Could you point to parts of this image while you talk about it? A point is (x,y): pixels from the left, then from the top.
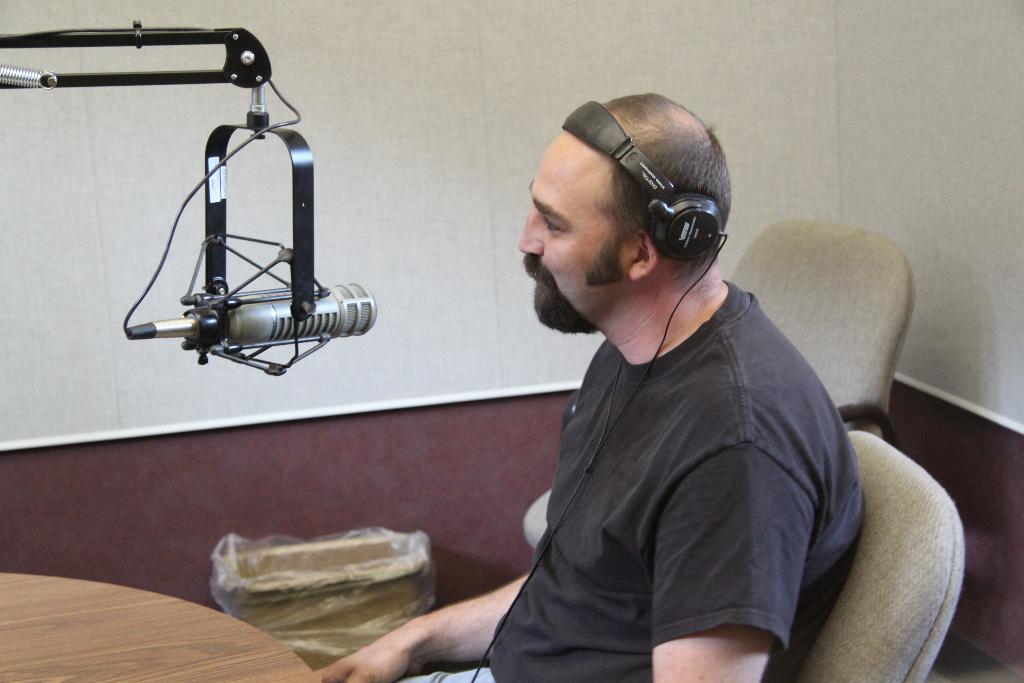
In the center of the image (613,266) there is a person (765,542) sitting on a chair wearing headphone (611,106). In front of him there is a mic (273,129). At the bottom of the image (109,598) there is table (64,650). In the background of the image (321,90) there is wall (334,195). There is a chair (819,319). There is a box (299,541) with cover (373,583).
